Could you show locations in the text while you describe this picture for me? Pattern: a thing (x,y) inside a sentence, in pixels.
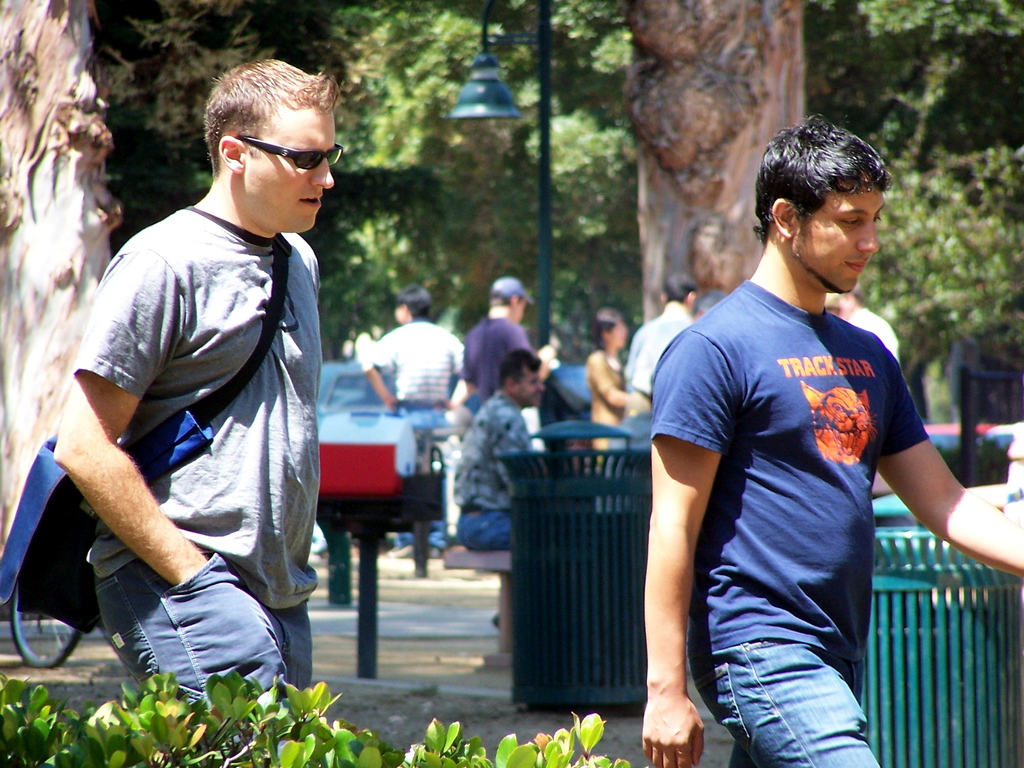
In this image we can see a few people (462,379), there are some trees (559,268), plants (149,707), poles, fence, light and a vehicle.
